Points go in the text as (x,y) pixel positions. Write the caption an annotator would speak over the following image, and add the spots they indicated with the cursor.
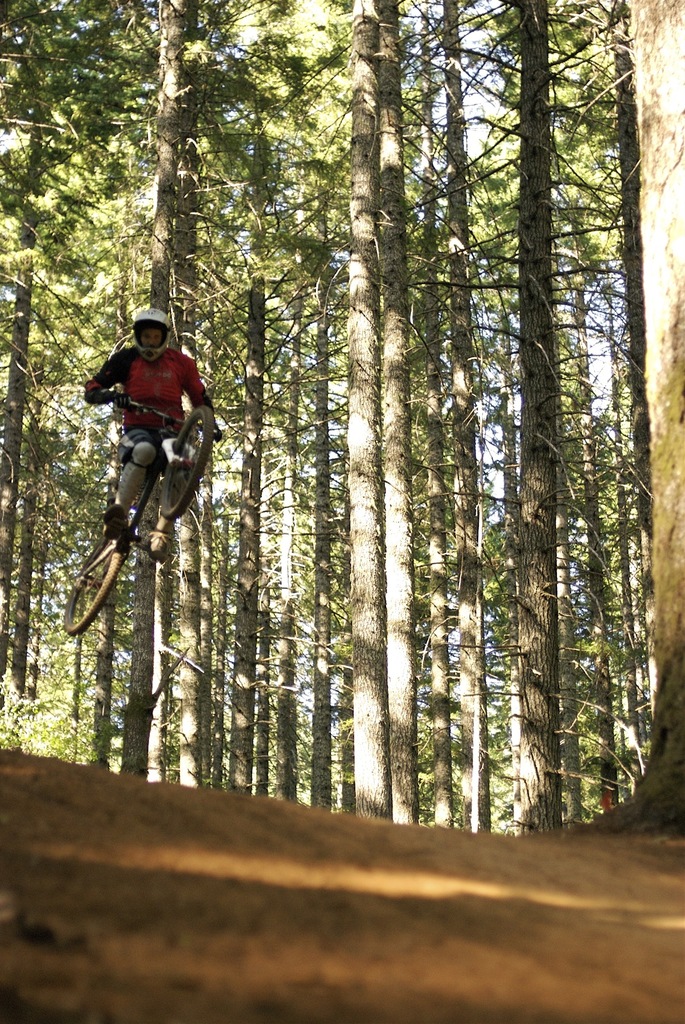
In the image there is a person (146,471) jumping along with bicycle (74,626) in the air (121,593) and behind him there are trees (327,492) all over the land (237,877).
